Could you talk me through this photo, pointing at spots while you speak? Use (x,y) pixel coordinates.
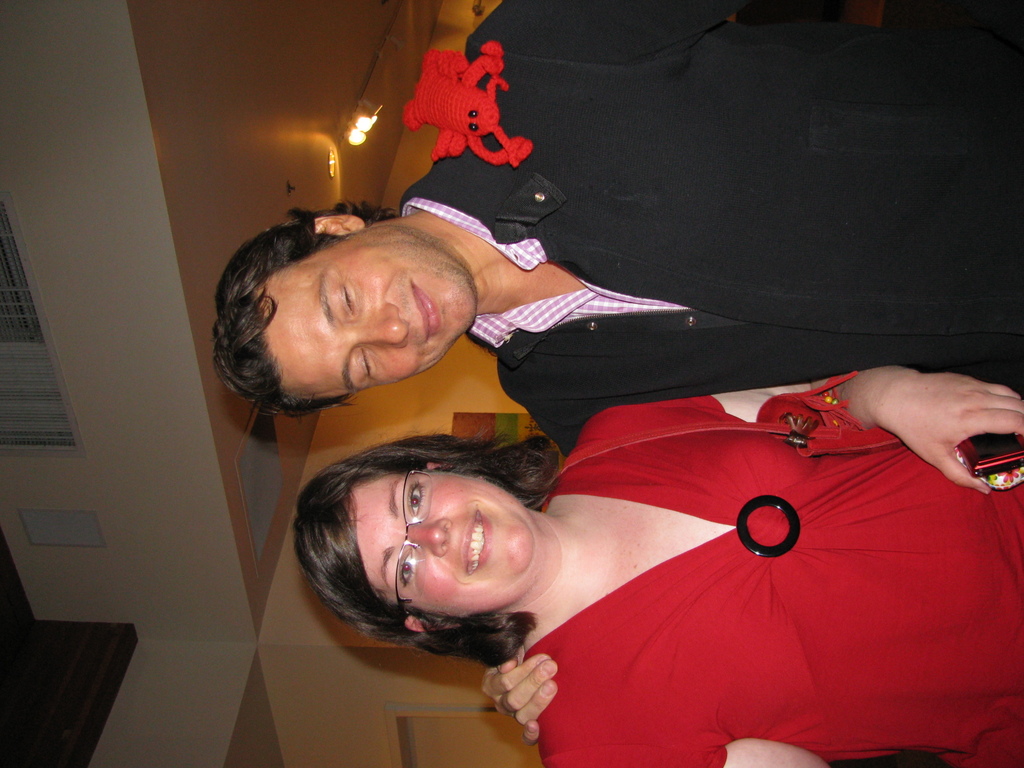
In this image I can see a man (519,396), a woman (908,386) and I can see both of them are smiling. I can see she is wearing a specs (399,595), a red colour dress (728,723) and I can also see she is holding few things (1014,482). On the top side of the image (472,141) I can see a red colour thing (466,83) on the man's shoulder (488,163). I can also see he is wearing a shirt (472,218) and a black jacket (673,311). Behind him I can see two lights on the ceiling (325,115).
